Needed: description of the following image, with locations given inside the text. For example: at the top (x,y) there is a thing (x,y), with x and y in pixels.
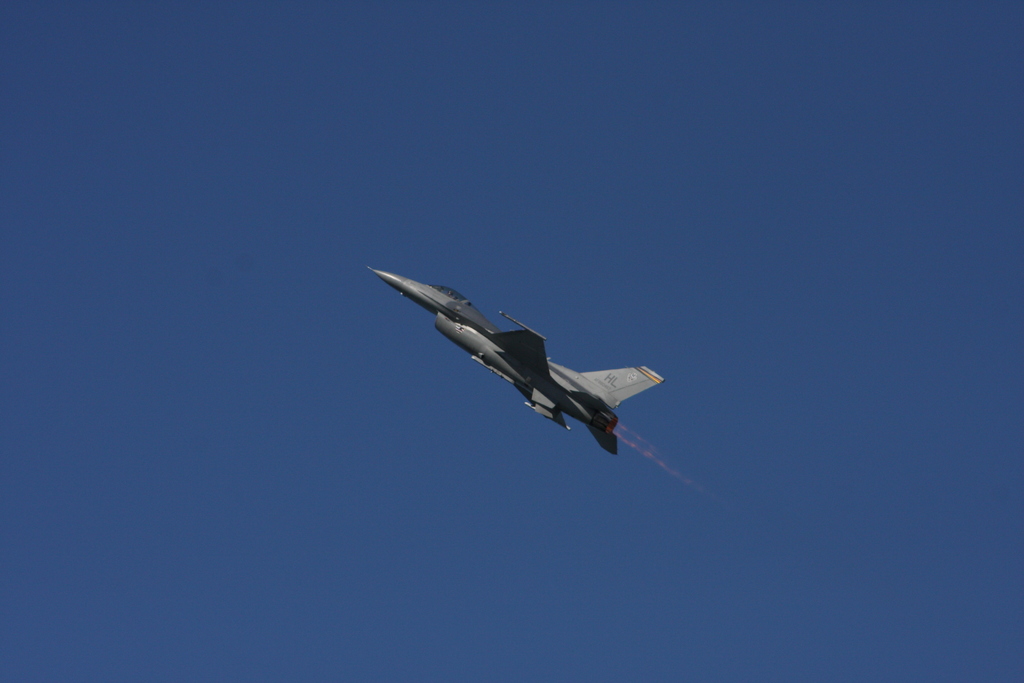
In this image we can see an aircraft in the air (666,364) and sky (816,188) in the background (317,316).
